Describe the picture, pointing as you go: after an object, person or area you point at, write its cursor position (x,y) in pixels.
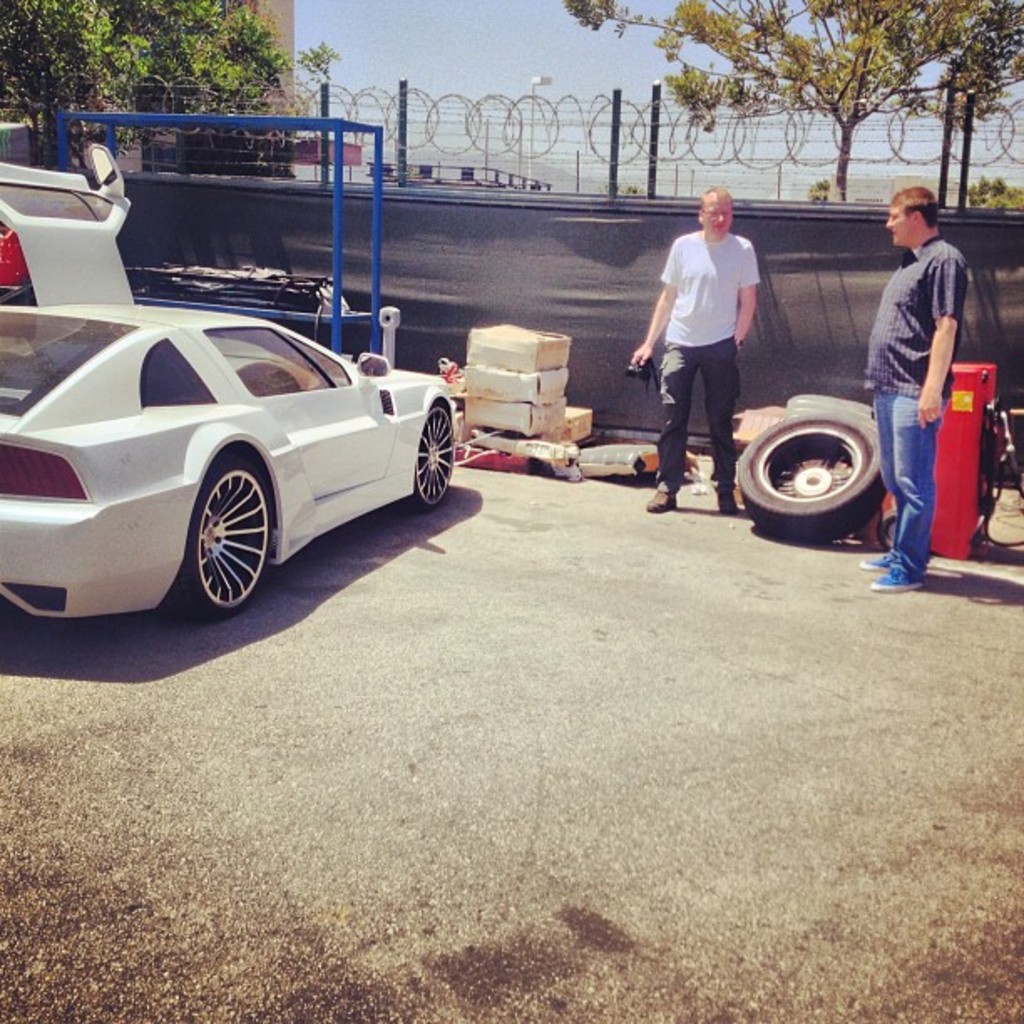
In this image we can see a car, two persons (708,279) standing on the road (889,592), a person (662,377) is holding an object (636,377) and there are boxes (500,383), tire (773,474) and few other objects (971,420) on the road (636,607), there is a fence (705,156) and rods (619,131) on the wall (424,189), there are trees (109,36), street light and the sky (537,21) in the background (549,100).
